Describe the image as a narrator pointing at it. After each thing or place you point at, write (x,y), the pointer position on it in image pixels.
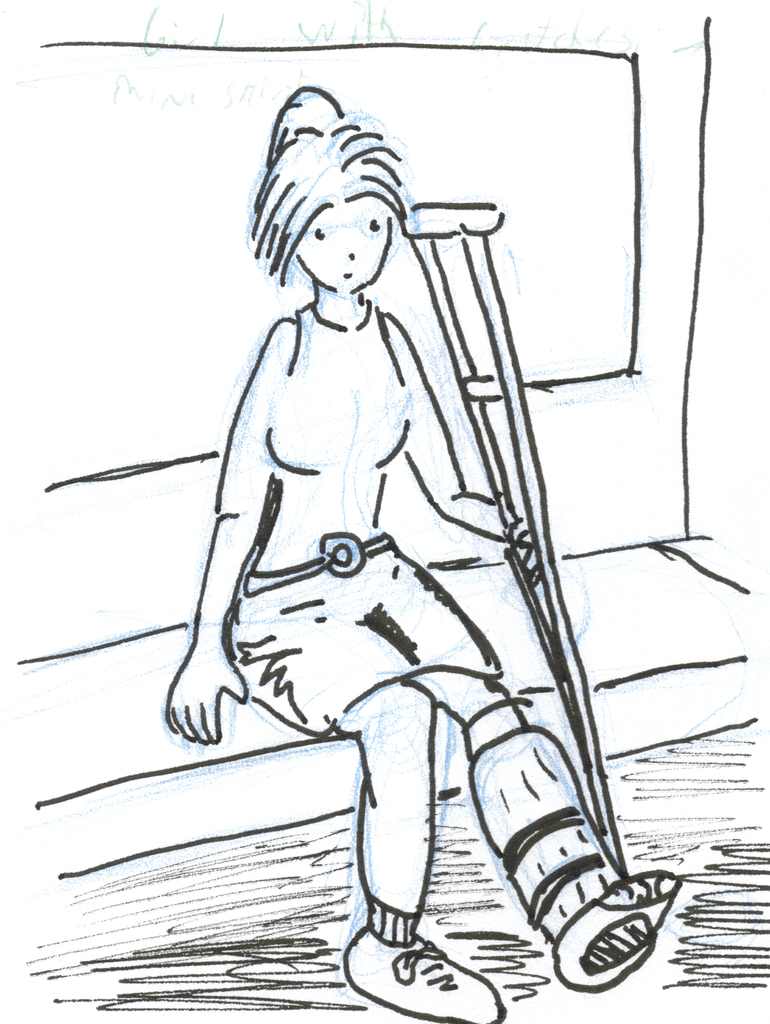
In this image I can see there is a drawing (716,171) of handicapped girl (327,507) sitting on the bench (291,808) holding walking stick (596,810).
